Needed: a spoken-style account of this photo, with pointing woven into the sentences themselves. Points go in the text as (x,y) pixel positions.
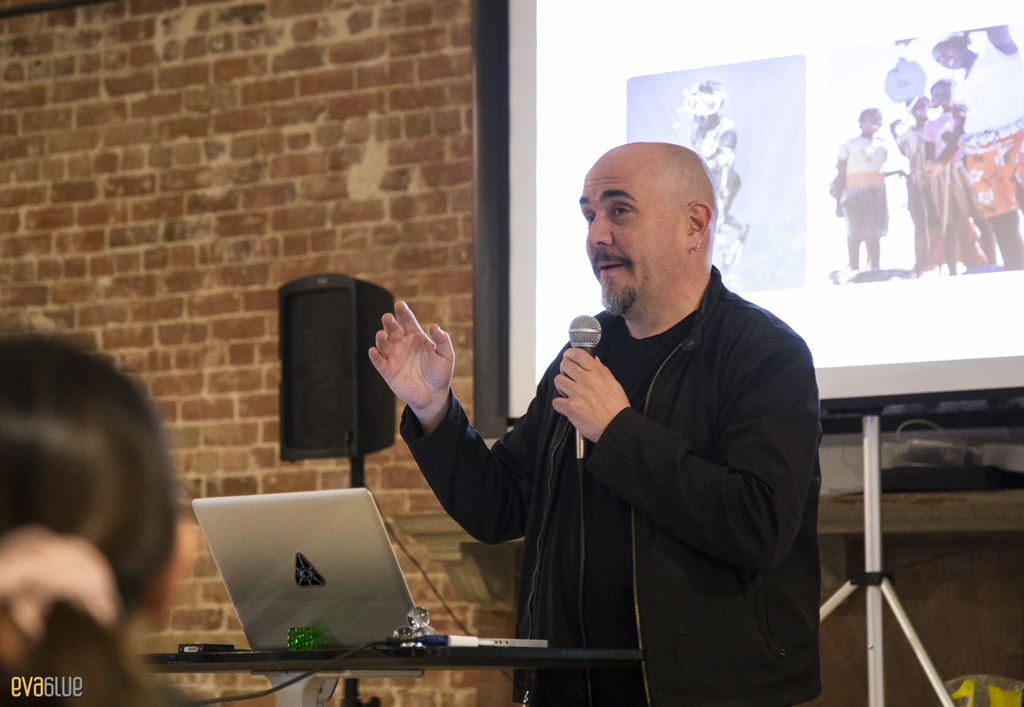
In this image there is a person (12,448) on the left corner (73,415). There is a table (460,661) with a laptop (354,643) on it and a person (650,653) wearing a black dress (629,351) and he is holding a mike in the foreground (573,437). There is a speaker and a wall (279,141) in the background (272,138).
